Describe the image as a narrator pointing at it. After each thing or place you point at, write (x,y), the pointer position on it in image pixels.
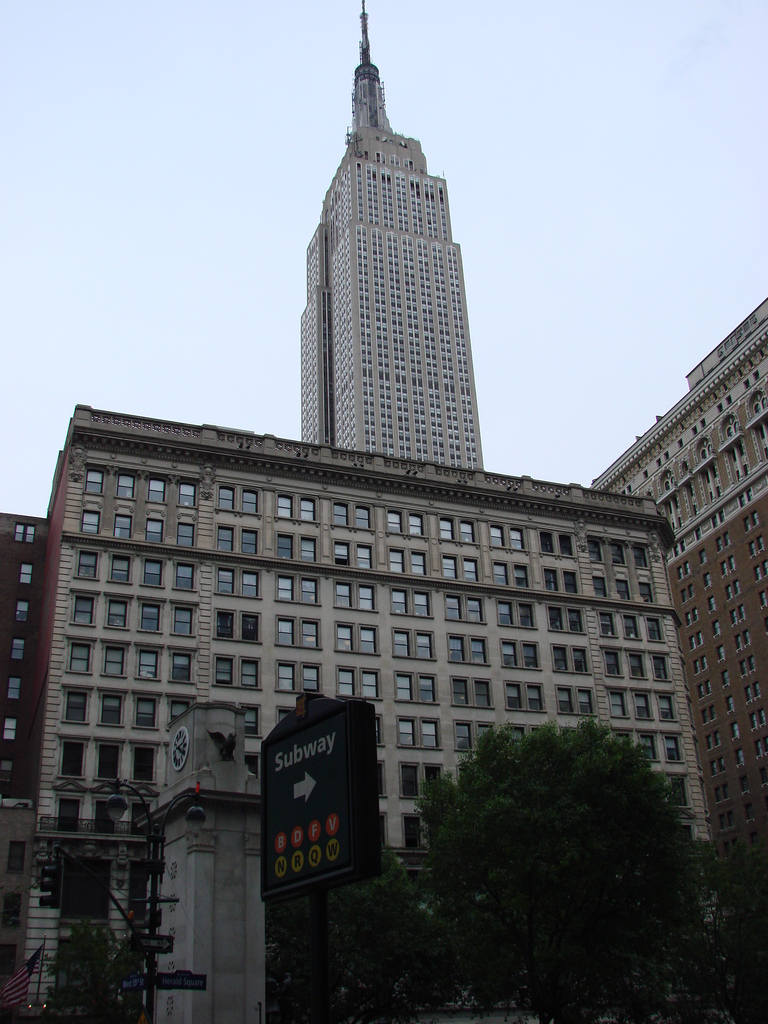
In this image I can see few trees (458,875), a black colored board (349,782), a flag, a pole (148,971), few boards (142,950) attached to the pole (151,886). In the background (199,583) I can see few buildings (371,587) and the sky (222,251).
